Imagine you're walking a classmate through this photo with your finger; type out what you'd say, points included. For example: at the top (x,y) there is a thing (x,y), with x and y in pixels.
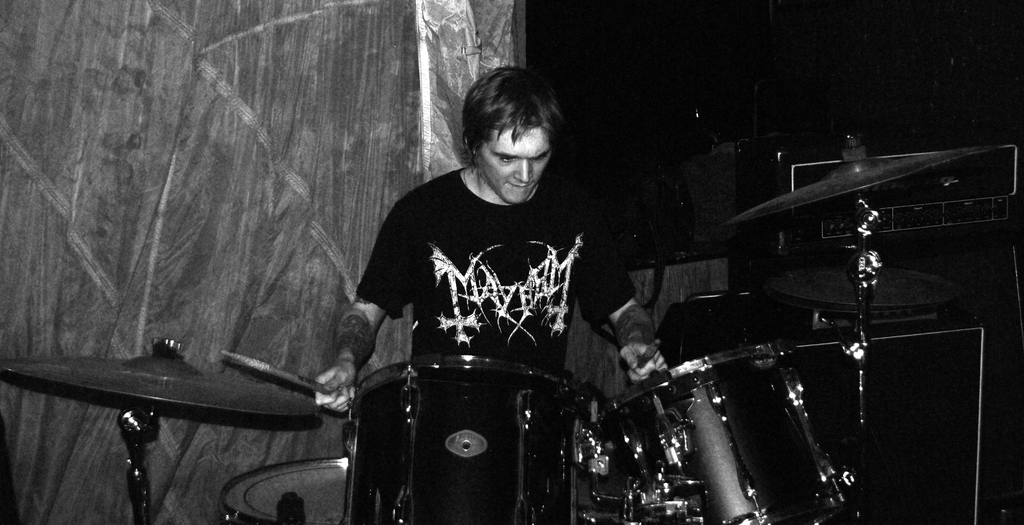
In the center of the image (428,247), we can see a man (437,283) holding sticks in his hands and there are some musical instruments (654,416). In the background (336,59), there is a curtain (340,48).
